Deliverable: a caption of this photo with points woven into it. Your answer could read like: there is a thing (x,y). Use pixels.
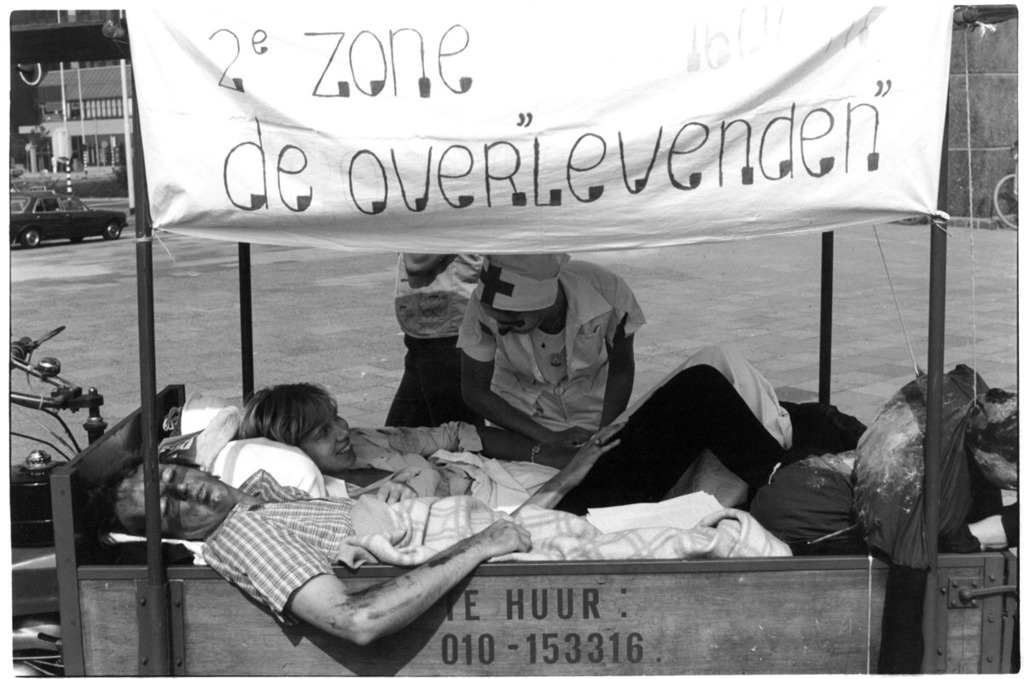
In this image we can see these people (327,469) are lying on the bed (275,476). Here we can see these people (470,364) are standing on the road (373,278), we can see the banner (348,166), vehicles (57,413) on the road (86,305) and buildings (119,102) in the background (109,80).
